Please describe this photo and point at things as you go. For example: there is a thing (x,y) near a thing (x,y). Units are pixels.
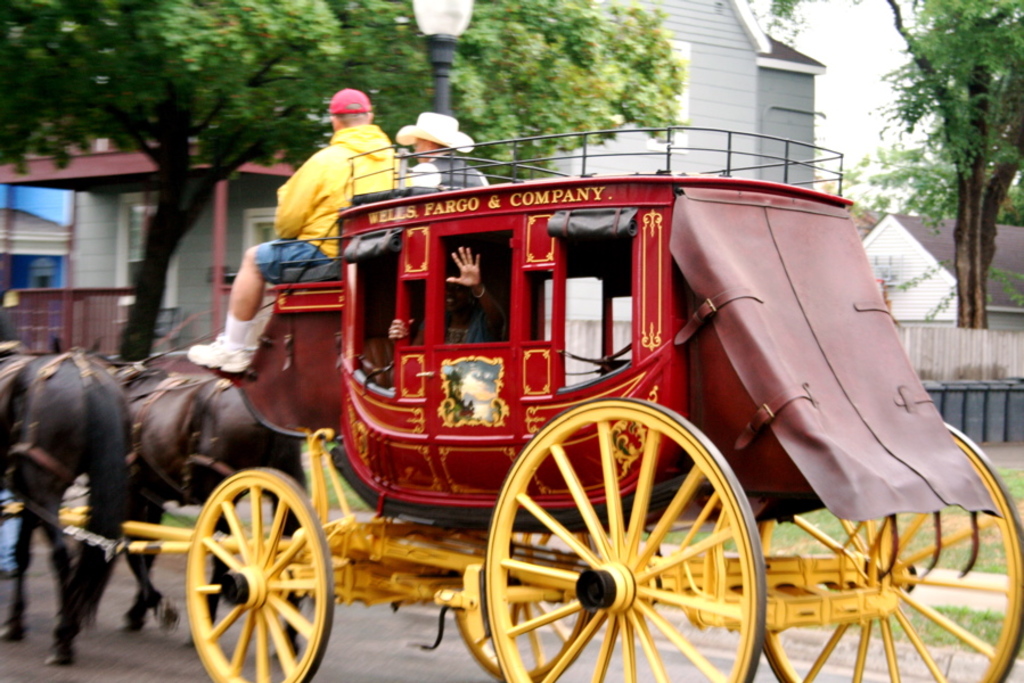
In this picture there are three person (471,290) riding a chariot (419,389) with the help of two black horses (112,416). This chariot (426,409) is in red and yellow color. On the background (747,77) there is a grey building (743,85). Here it's a window (131,229) and door (126,217), there is a fencing (67,322) in front of the house (208,270). Here it's a sky (860,41). On the Right side (970,72) there is a tree (996,96). Here it's a grass (1019,488).
